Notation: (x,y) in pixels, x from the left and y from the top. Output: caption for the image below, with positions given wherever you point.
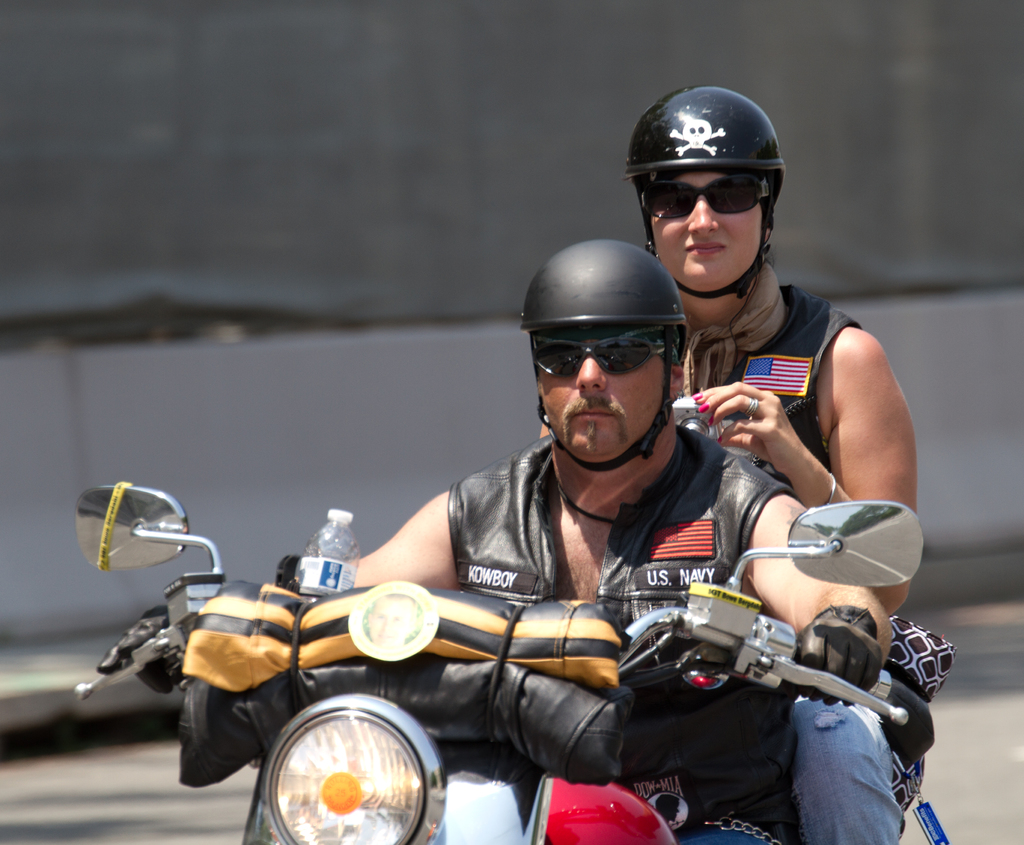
In this image I see a man (657,374) and a woman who are sitting on the bike (144,651) and both of them are wearing helmets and shades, I can also see there is a bottle (338,557) over here and the woman (781,373) is holding a camera (694,431).
